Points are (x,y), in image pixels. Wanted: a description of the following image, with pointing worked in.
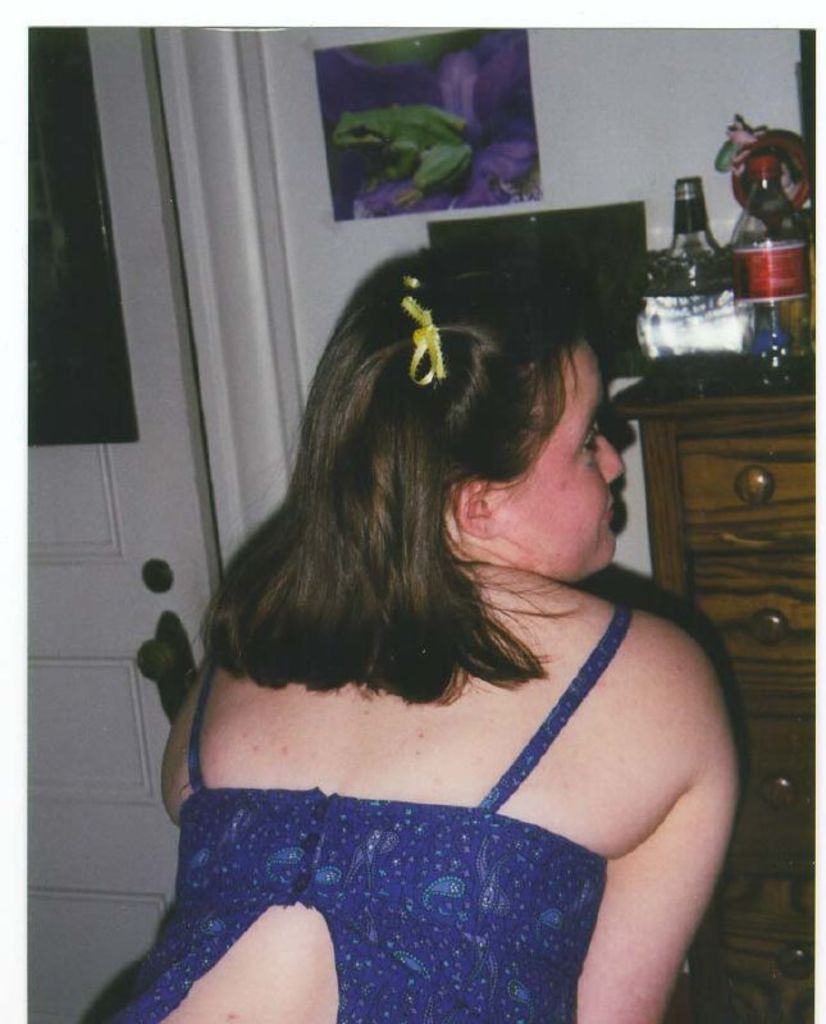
There is a woman (403,871) blue dress (372,884), at the left (113,477) there is a door (103,453), at the back (328,263) there is a wall (323,209). There is a picture (366,122) of a frog (373,119) on the wall (311,178), at the right (729,538) there is a desk (759,571), there is a bottle (762,288) on the desk (713,502).
